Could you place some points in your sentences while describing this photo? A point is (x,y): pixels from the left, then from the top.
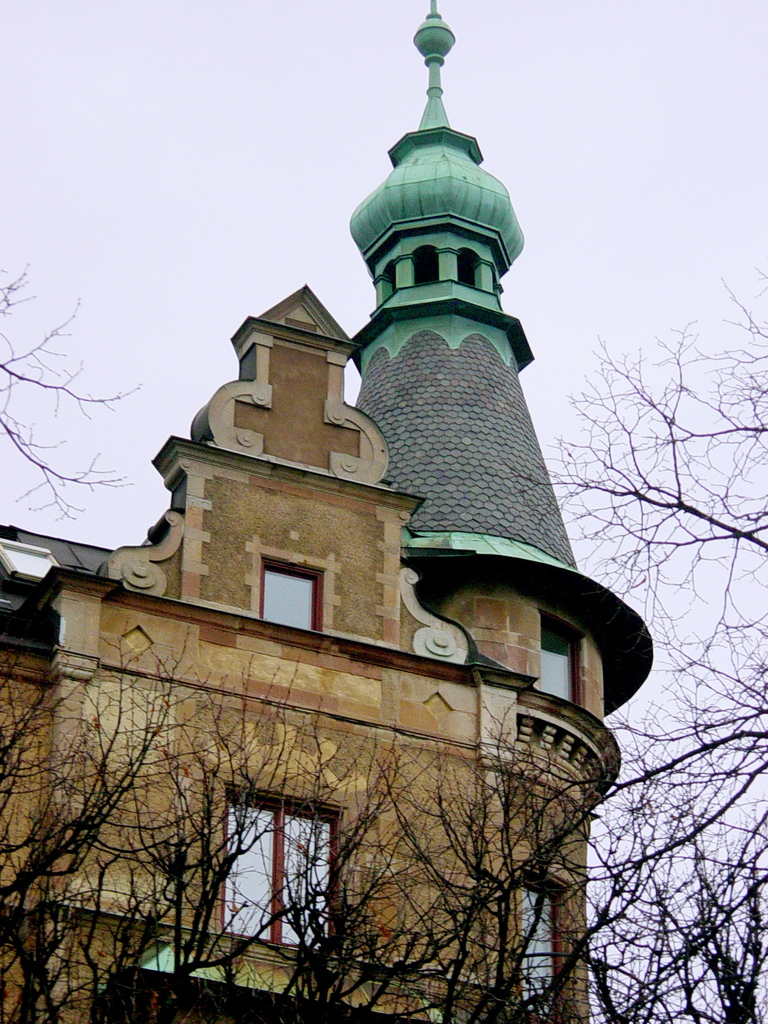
In this image there are few trees (470,899). Behind there is a building (407,650). Top of the image (269,112) there is sky (293,52).
